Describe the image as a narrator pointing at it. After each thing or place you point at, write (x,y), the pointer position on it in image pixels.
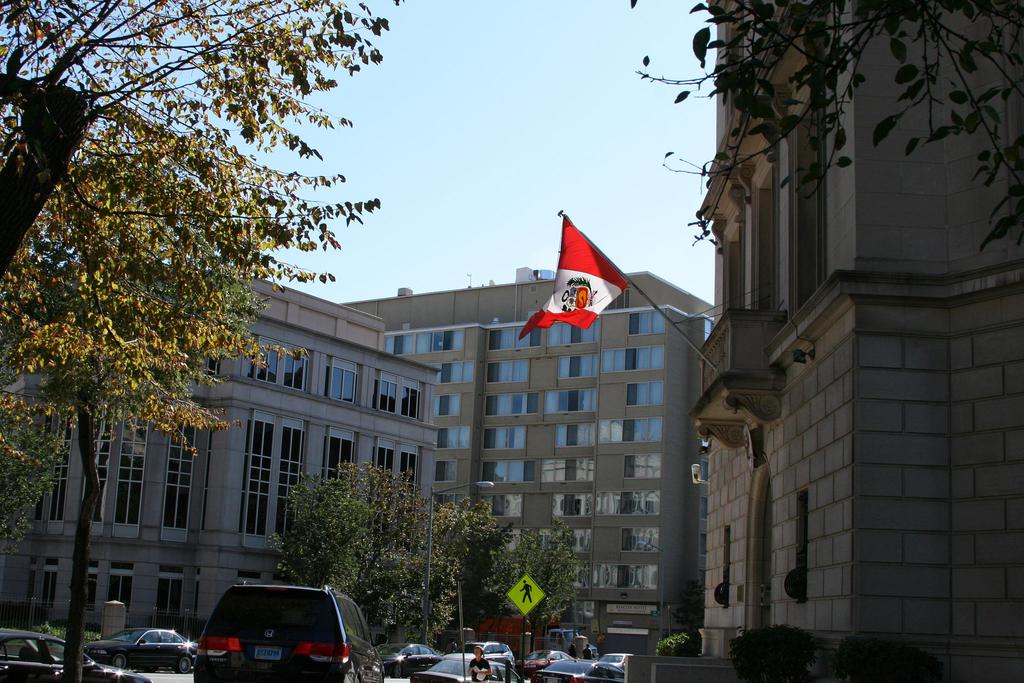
In this image there are buildings (589,444), in front of the buildings (485,463) there are trees (444,511) and few vehicles (298,660) are on the road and there is a flag (590,311) on the one of the buildings (748,396). In the background (508,134) there is the sky (445,165).
